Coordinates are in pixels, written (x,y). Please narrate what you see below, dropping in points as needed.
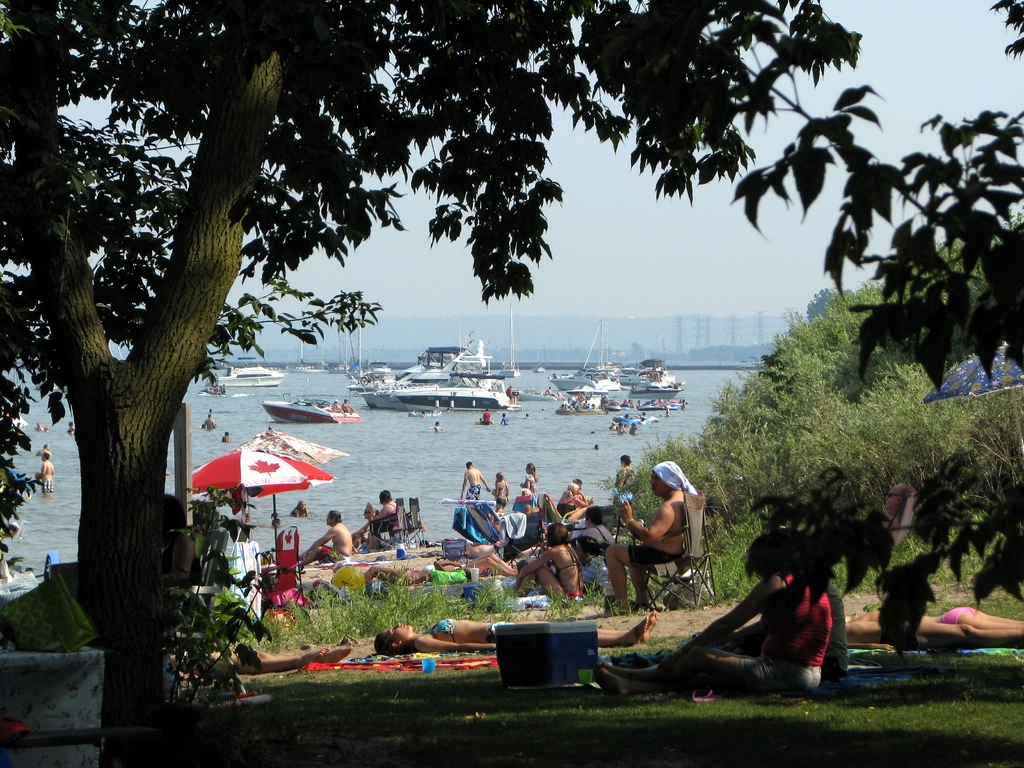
In this image we can see some ships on the water (546,491), there are few people (564,499), among them, some are in the water (564,481) and some people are on the ground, also we can see the umbrellas (937,396), trees (916,403), chairs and some other objects (66,757) on the ground (414,758), in the background (702,293), we can see the sky (863,20).
